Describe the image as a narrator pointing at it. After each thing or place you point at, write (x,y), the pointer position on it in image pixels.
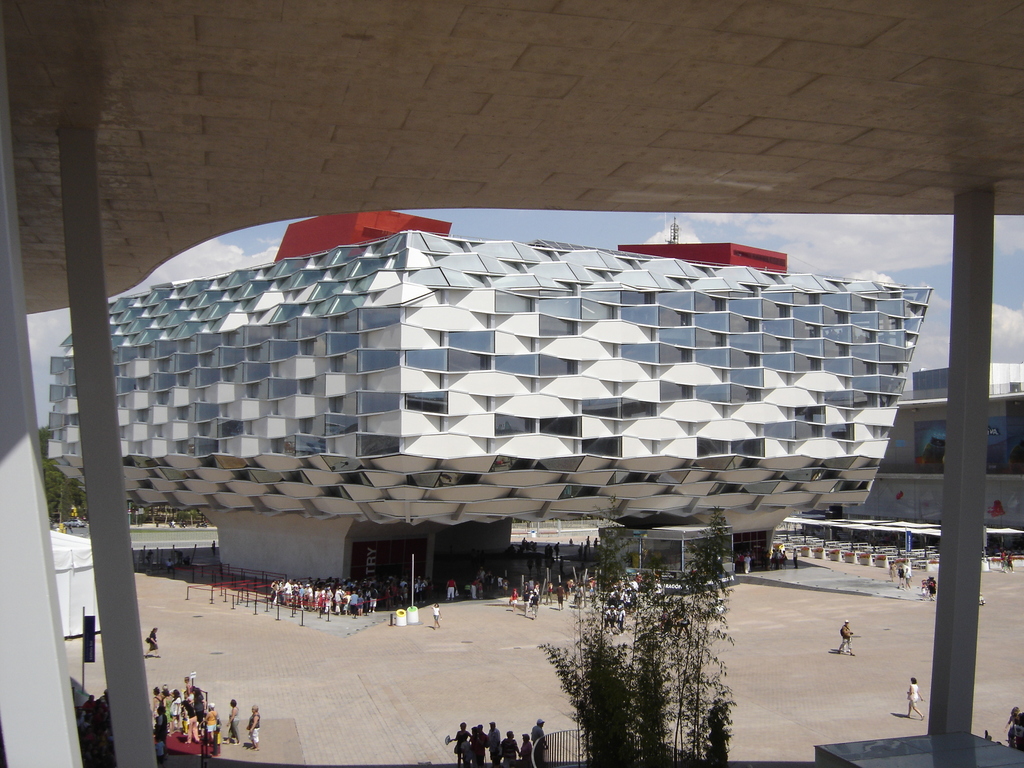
In this image I can see few buildings (592,487), trees (694,581), poles (63,679) and few people (482,729) around. The sky (898,271) is in blue and white color.
